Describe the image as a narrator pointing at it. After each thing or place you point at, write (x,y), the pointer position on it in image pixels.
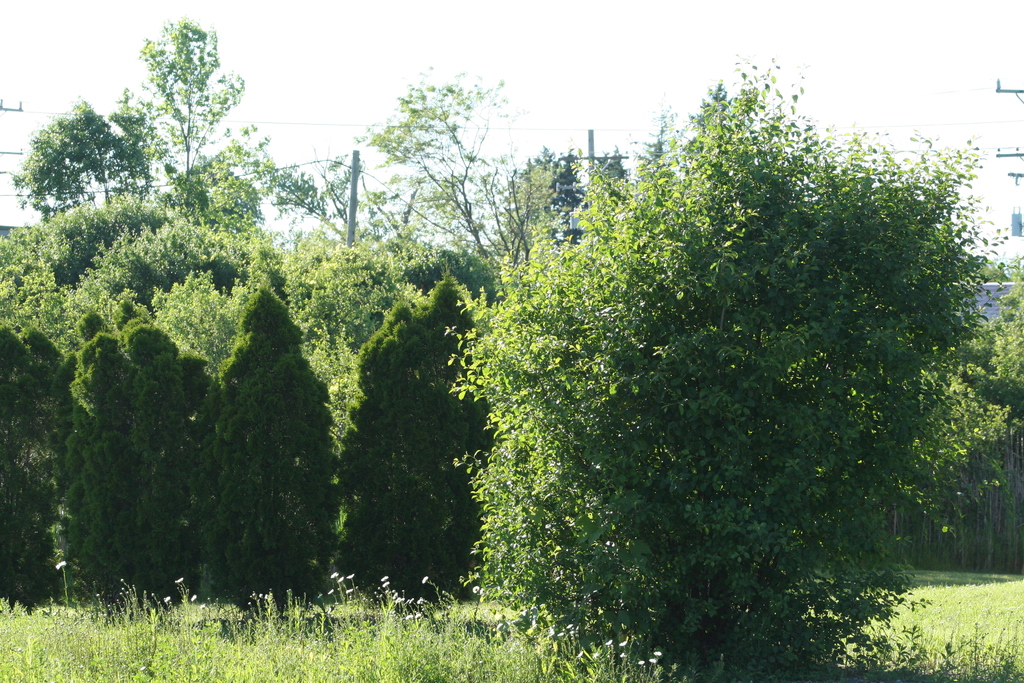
In this picture there is a plant (837,268) towards the right (761,505). At the bottom (444,610) there are plants (356,673). In the background (336,367) there are trees (454,229) and poles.
